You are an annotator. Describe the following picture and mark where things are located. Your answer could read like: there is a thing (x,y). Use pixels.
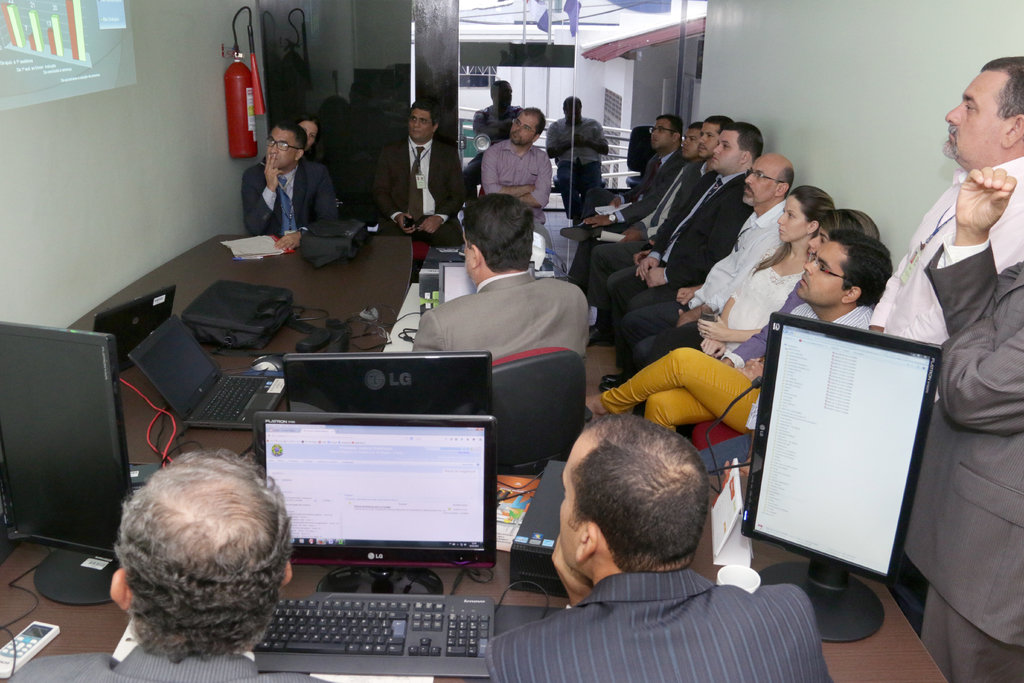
This image is taken indoors. At the bottom of the image (764,646) there are two men (162,619) sitting on the chairs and there is a table (901,651) with many things (367,321) on it. On the right side of the image (975,414) two men (947,268) are standing on the floor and a few people (734,330) are sitting on the chairs (718,427) and there is a wall (809,18). On the left side of the image (133,70) there is a wall (207,17) and there is a projector screen (39,102), a fire extinguisher (252,39) and a door (327,87). A few people (583,245) are sitting on the chairs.
